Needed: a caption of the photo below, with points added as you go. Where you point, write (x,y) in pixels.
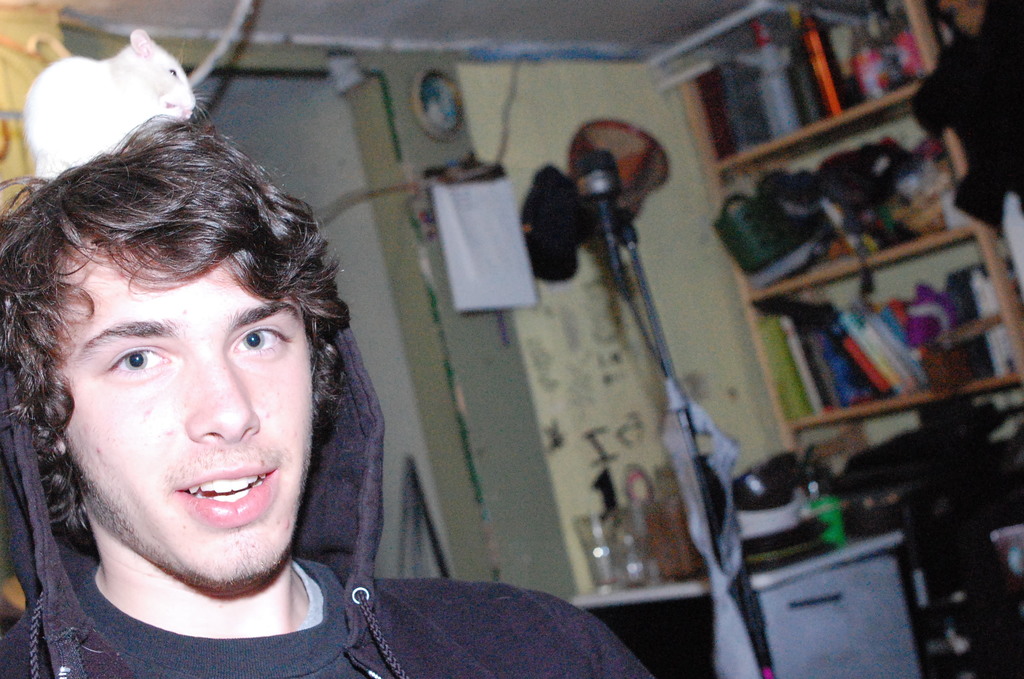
In this image, we can see a man (165,265) and there is a mouse (105,135) on his head (130,198). In the background (839,102), we can see some books (886,326) and objects (873,225) in the shelf (830,140) and there are some papers (506,229) which are placed on the wall (435,144).
